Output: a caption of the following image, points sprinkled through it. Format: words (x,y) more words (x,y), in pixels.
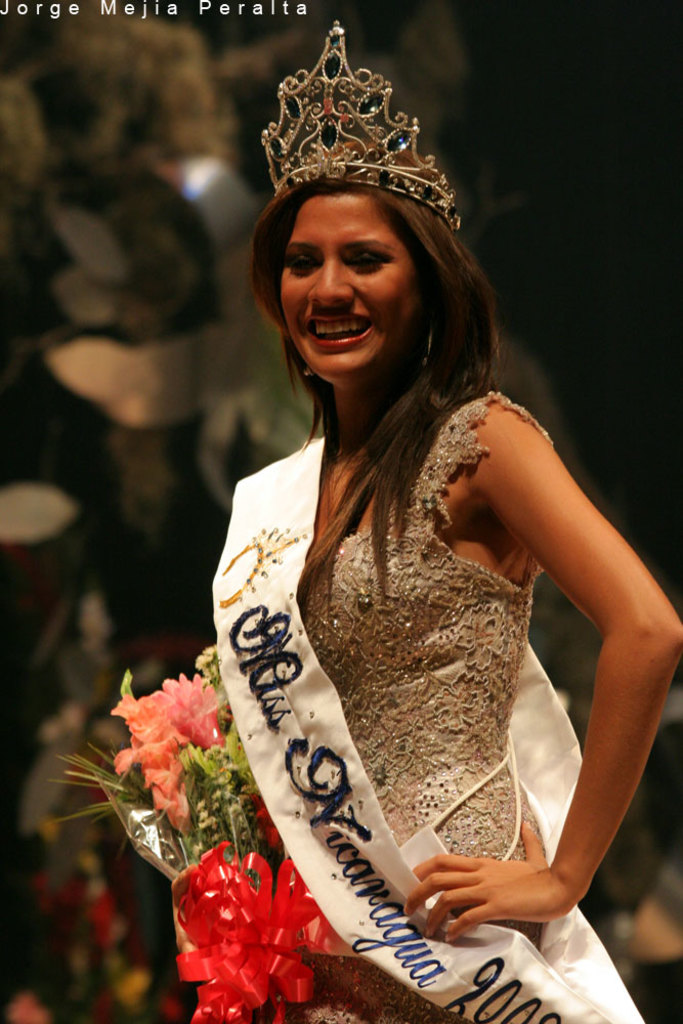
In this image we can see a woman (296,695) holding a bouquet (240,1016) and she is smiling. There is a blur background (393,18). At the top of the image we can see something is written on it.
